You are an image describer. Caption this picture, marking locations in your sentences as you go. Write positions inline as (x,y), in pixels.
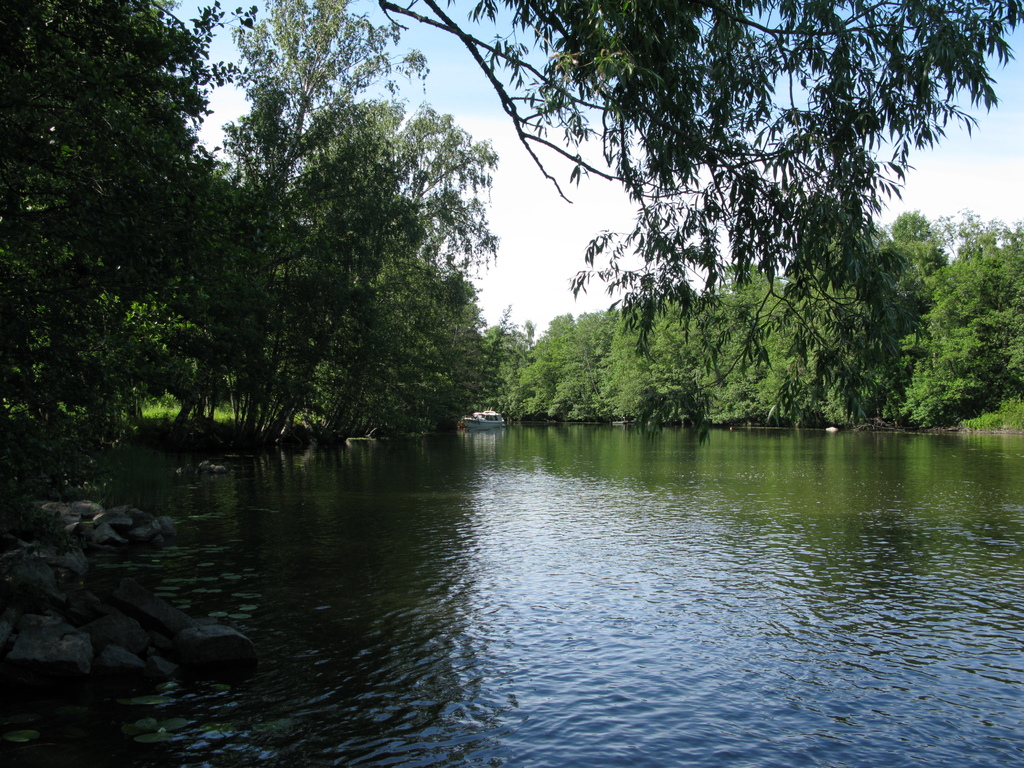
In this picture there is water (249,470) at the bottom side of the image (396,596) and there are trees (58,484) in the center (407,322) and at the top side of the image (55,199), there are rocks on the left side of the image (7,574).
